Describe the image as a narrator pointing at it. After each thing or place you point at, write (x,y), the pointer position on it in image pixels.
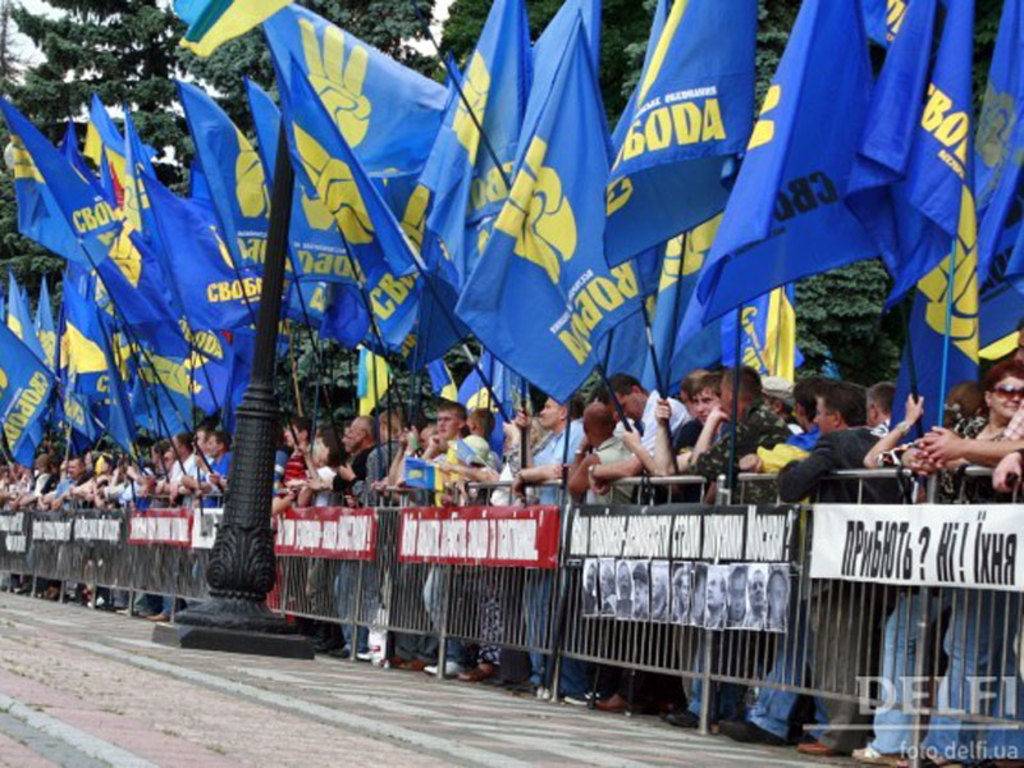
In this image, we can see some people (974,627) standing and they are holding some flags (920,51). We can see the iron fencing (925,621) and we can see some trees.
